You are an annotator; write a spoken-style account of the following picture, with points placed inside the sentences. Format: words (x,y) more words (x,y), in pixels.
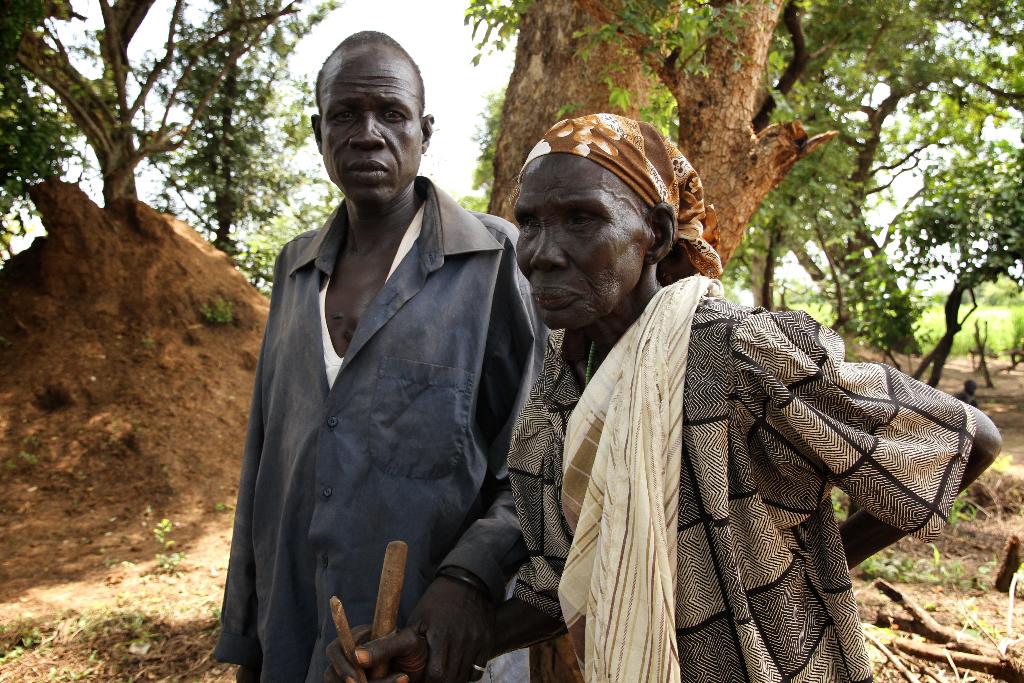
In this image there is a woman (615,429) and a man (365,475) standing. The woman (613,669) is holding a stick (386,592) in her hand (377,657). The man (368,500) is holding the hand (363,653) of the woman (564,555). Behind them there are trees (120,166) and grass (894,577) on the ground (152,610). Behind the trees (819,120) there is the sky (454,25).
